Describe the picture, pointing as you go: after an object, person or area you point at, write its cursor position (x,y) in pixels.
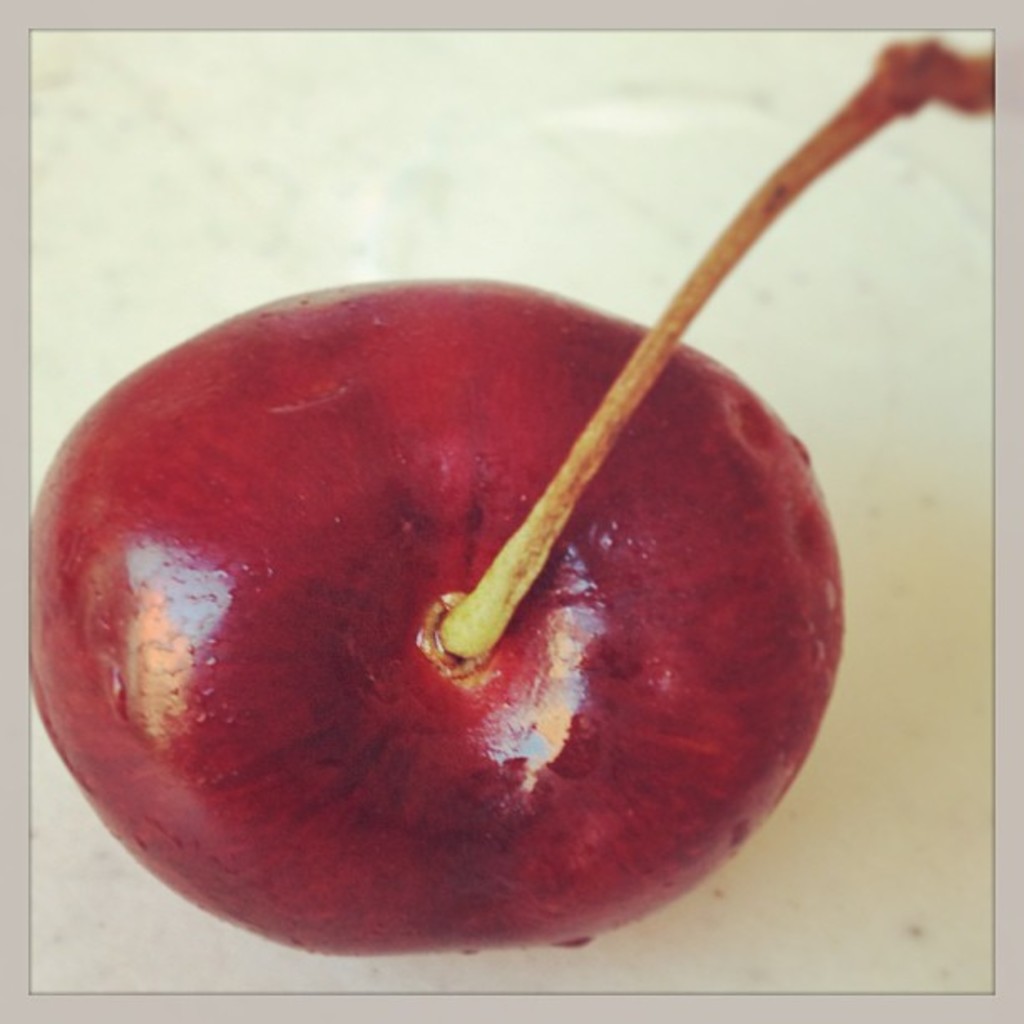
In this picture we can see the top view of a cherry (400,759) and its twig (519,588) at the top (724,243).
